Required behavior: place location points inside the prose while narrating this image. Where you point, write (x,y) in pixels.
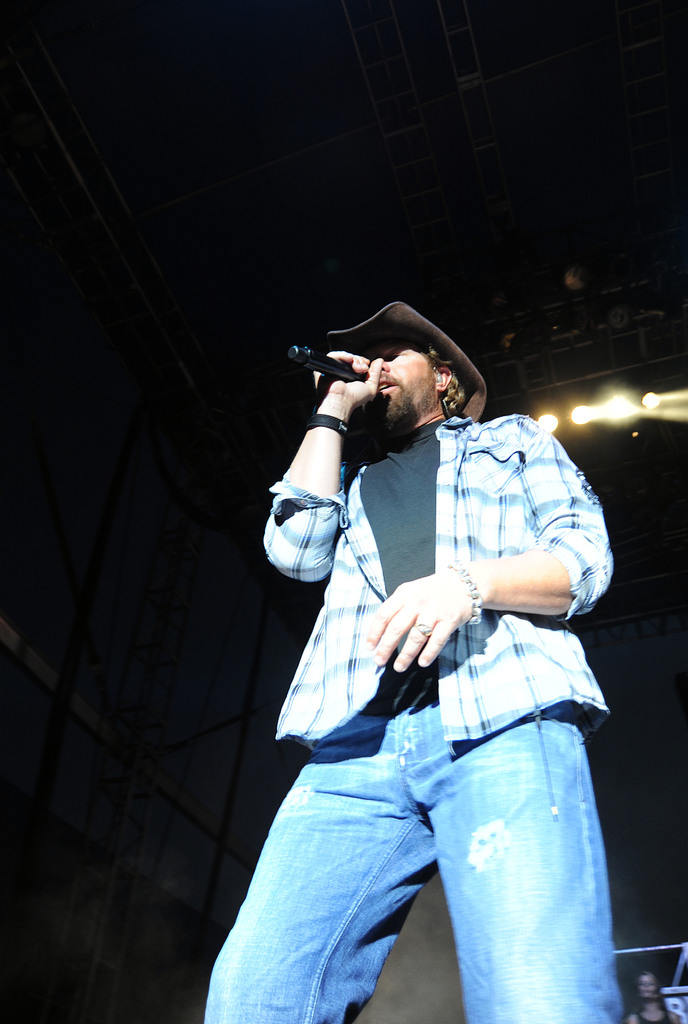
In this image the man (406,857) is standing on the stage (626,735) and singing the song using a mic (303,355) in his hand (347,392) and he is wearing a hat (418,317) on his head (430,350).
